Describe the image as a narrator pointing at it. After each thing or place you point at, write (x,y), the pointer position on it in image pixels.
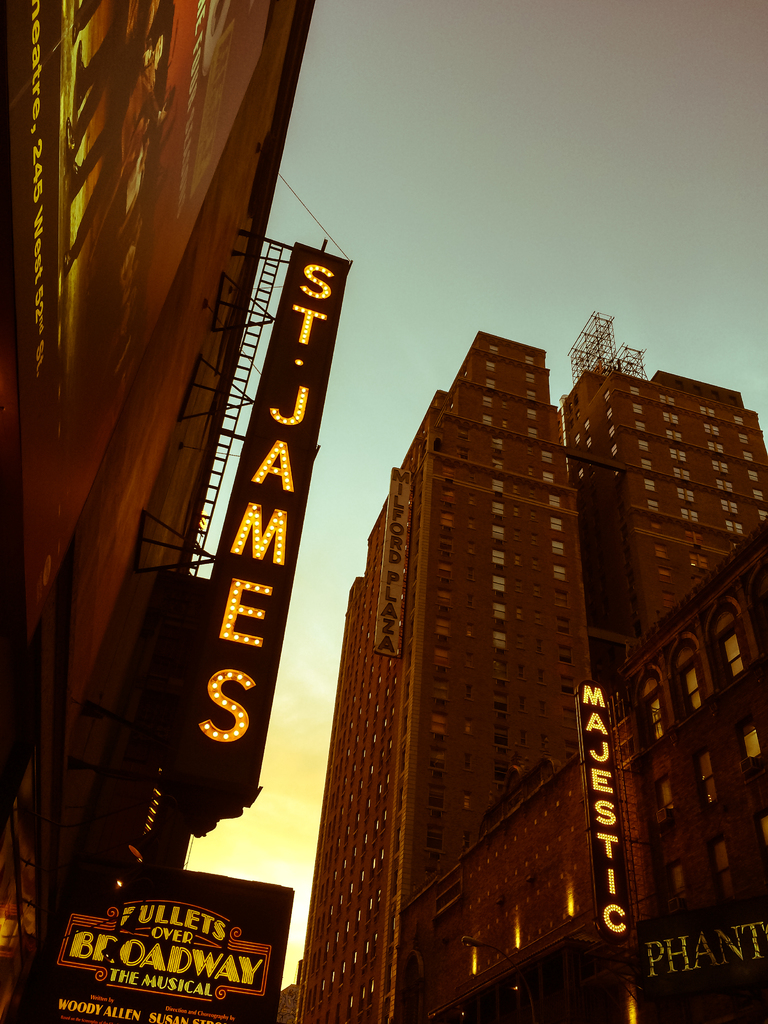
In this image we can see buildings (481,524), truss (269,315), banners (128,1009), lights (307,331) and other objects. In the background of the image (392,188) there is the sky (574,108).
